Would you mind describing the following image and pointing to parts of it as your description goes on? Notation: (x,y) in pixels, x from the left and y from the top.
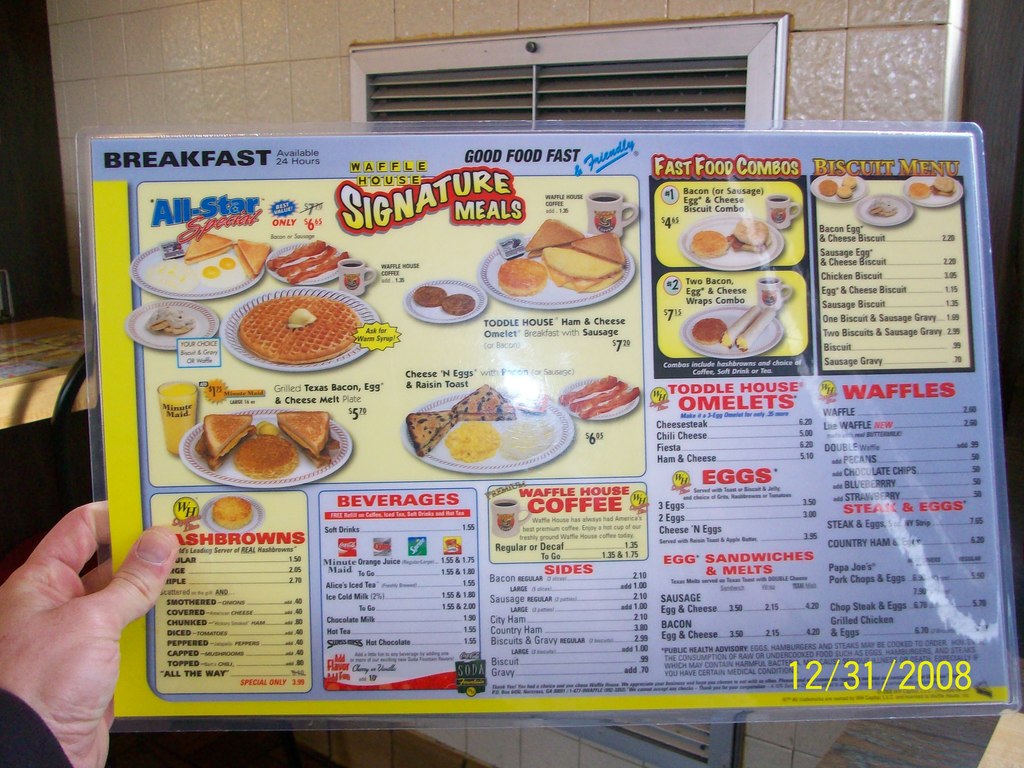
In this picture there is a food menu (350,326) in the center of the image (380,453) in a hand (2,683), it seems to be there is a window (605,93) in the background area of the image (542,70), it seems to be there is a table (43,395) and a chair (62,393) on the left side of the image (84,388).
